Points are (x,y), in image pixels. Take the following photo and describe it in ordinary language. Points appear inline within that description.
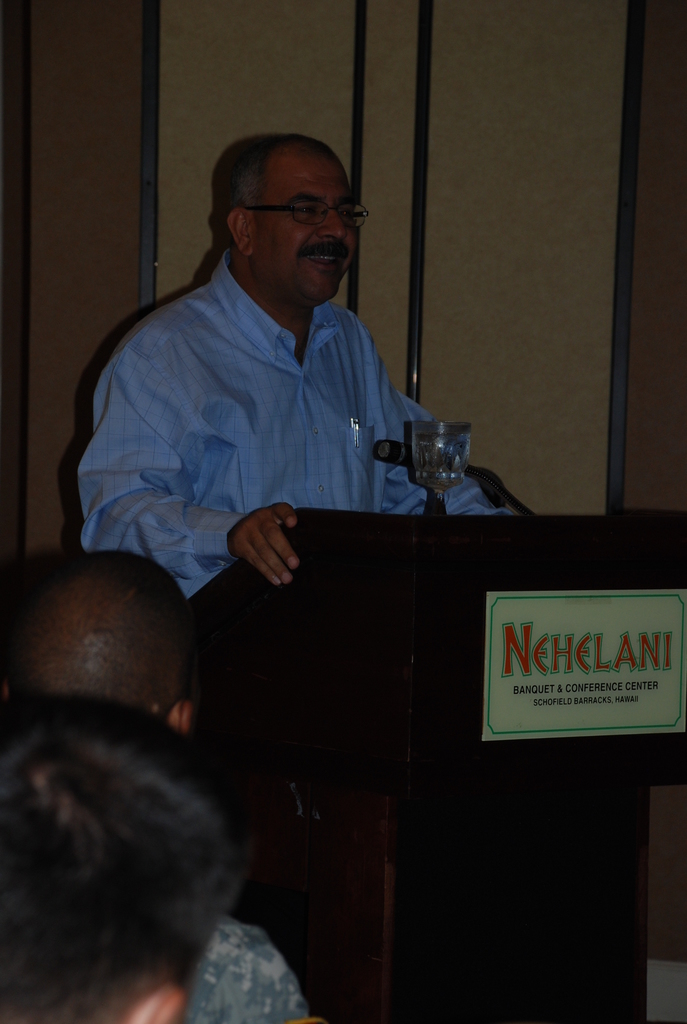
In the center of the image (294,448), we can see a person (186,374) standing and wearing glasses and in the background (505,164), we can see a mic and a glass (429,478) on the podium (446,531) and there are some other people (171,684) and there is a wall (439,140).
